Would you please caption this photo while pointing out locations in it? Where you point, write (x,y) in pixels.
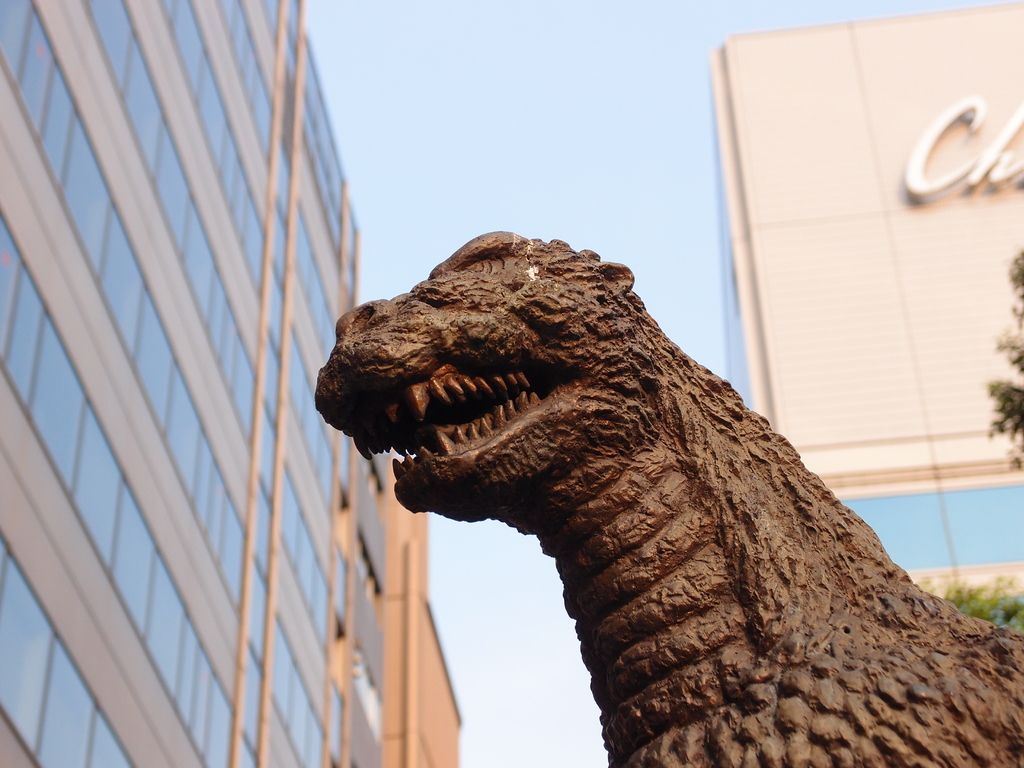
In this picture I can see buildings (39,468) and couple of tree branches (998,392) and I can see statue (622,451) of a animal (557,392) and a clear sky (568,178) and I can see text (912,170) on the wall (912,210) of the building (904,210).
